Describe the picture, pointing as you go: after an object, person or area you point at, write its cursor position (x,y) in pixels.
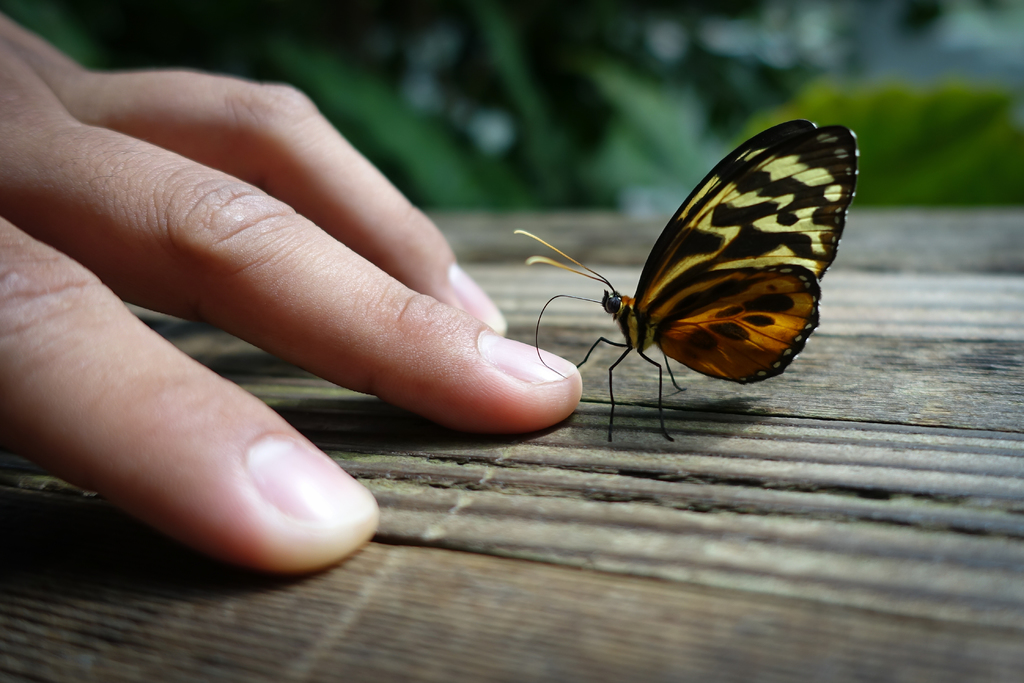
In this picture we can see a butterfly (559,266) and human fingers (174,259) on an object (508,455). Behind the butterfly (704,259) there is the blurred background (939,126).
